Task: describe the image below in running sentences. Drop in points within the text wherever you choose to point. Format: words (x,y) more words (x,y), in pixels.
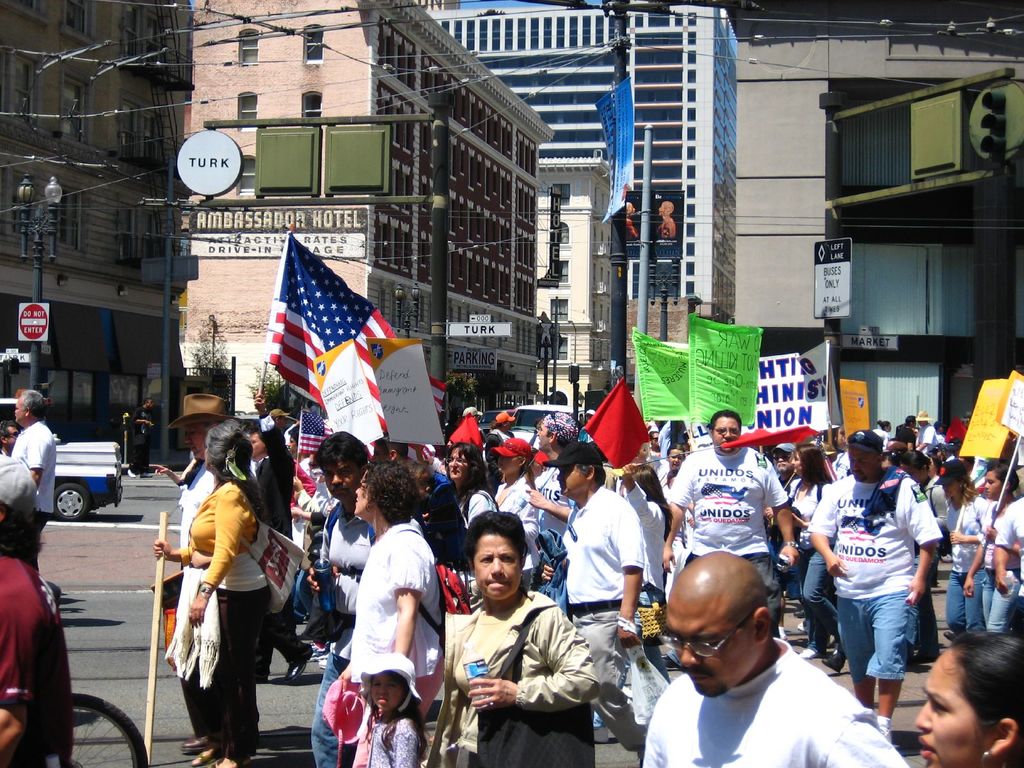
In this picture we can see a group of people (737,651) on the road (314,706), flags (302,344), posters (758,401), name boards (253,216), poles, vehicles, trees (273,378), some objects (225,386) and in the background (711,49) we can see buildings (597,42) with windows (728,62).
